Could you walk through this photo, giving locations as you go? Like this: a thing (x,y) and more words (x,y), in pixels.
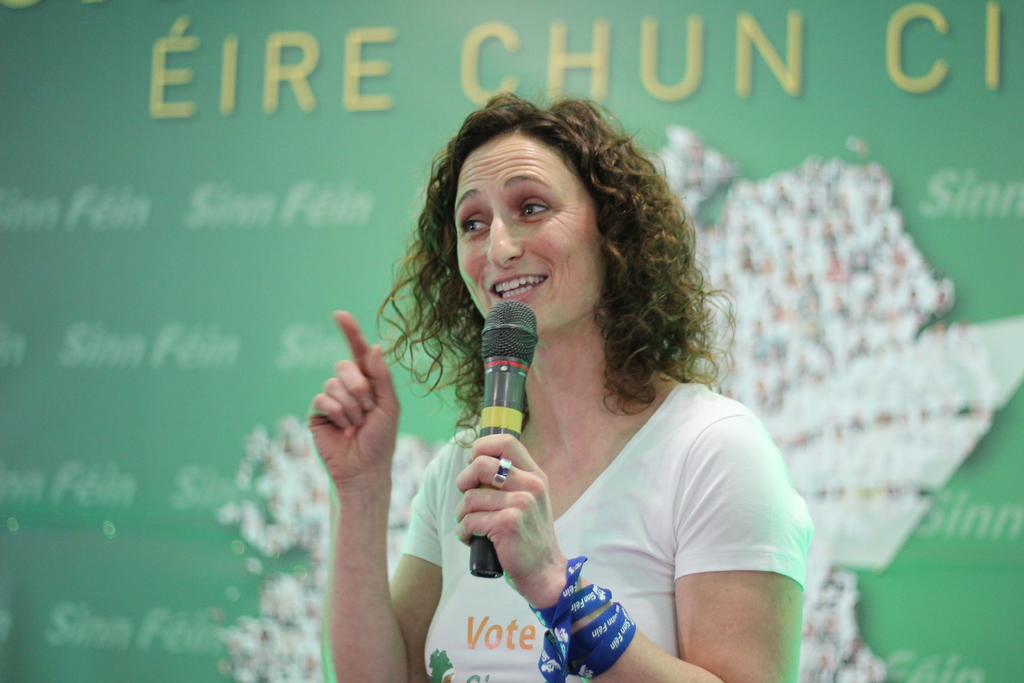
This is the woman (589,466) standing and talking. She wore white T-shirt (640,516) and holding mike (515,318). At background (738,127) I can see a green color banner (770,146) with some words (167,69) on it.
